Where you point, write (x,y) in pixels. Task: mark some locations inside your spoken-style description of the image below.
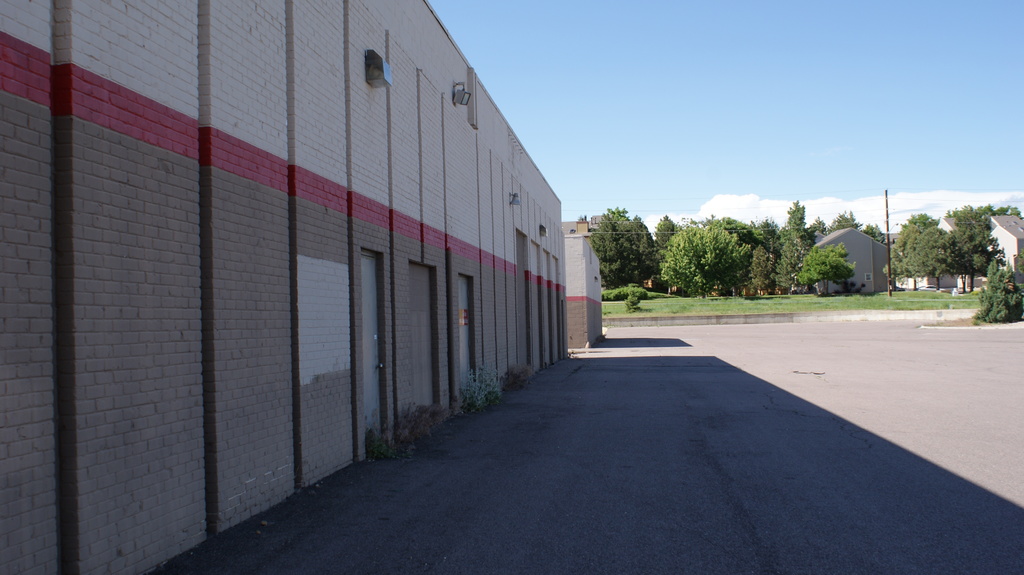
In the image on the left side (300,232) we can see one building (172,272), doors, lamps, grass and wall (327,197). In the background (604,66) we can see the sky (844,82), clouds (755,218), trees (616,242), buildings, poles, plants (995,267), grass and road (793,481).
